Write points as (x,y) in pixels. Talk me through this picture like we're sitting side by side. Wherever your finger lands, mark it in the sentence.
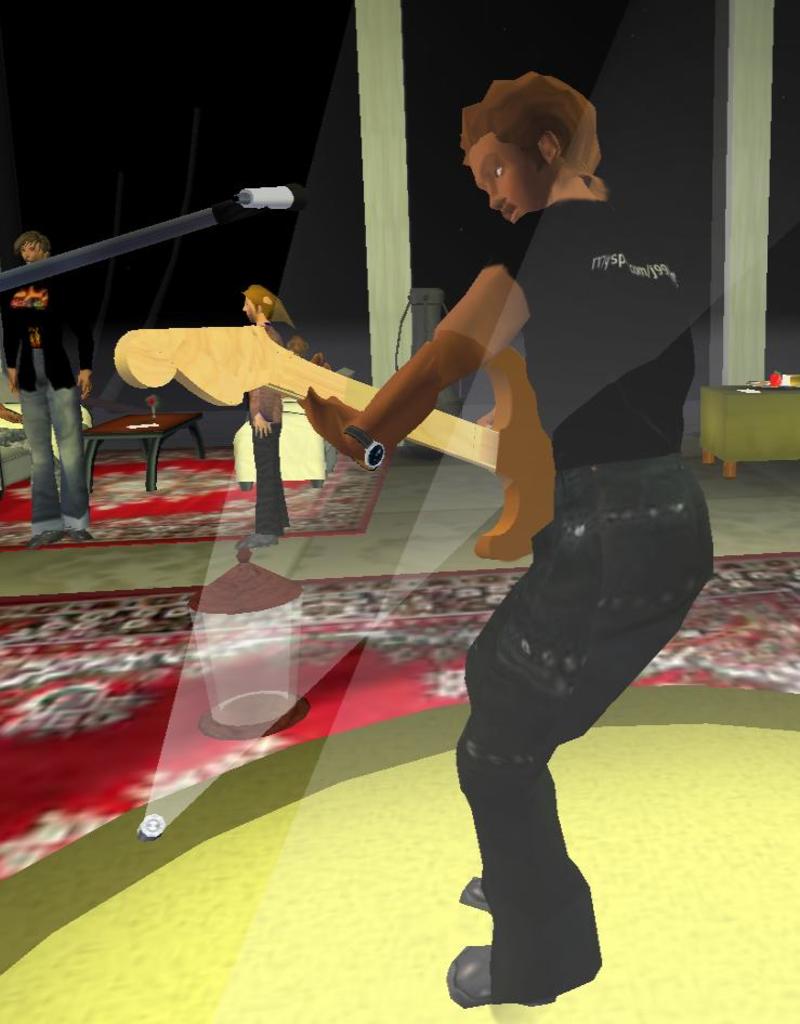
This is an animated image, in this image there pillars (392,88) towards the top of the image (365,87), there are tables (197,430), there are objects (153,409) on the tables (172,415), there are couches (295,426), there are persons (318,354) sitting on the couches (294,445), there are three men (258,318) standing, there is a man (536,325) playing a musical instrument (270,365), there is a carpet (416,578) on the floor (459,555), there is an object (204,614) on the carpet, there is a stage (261,851) towards the bottom of the image (308,933), there is a light (153,828) on the stage (220,817), there is a stand (129,240) towards the left of the image (159,232), there is a microphone (278,197), the background of the image (280,216) is dark.
